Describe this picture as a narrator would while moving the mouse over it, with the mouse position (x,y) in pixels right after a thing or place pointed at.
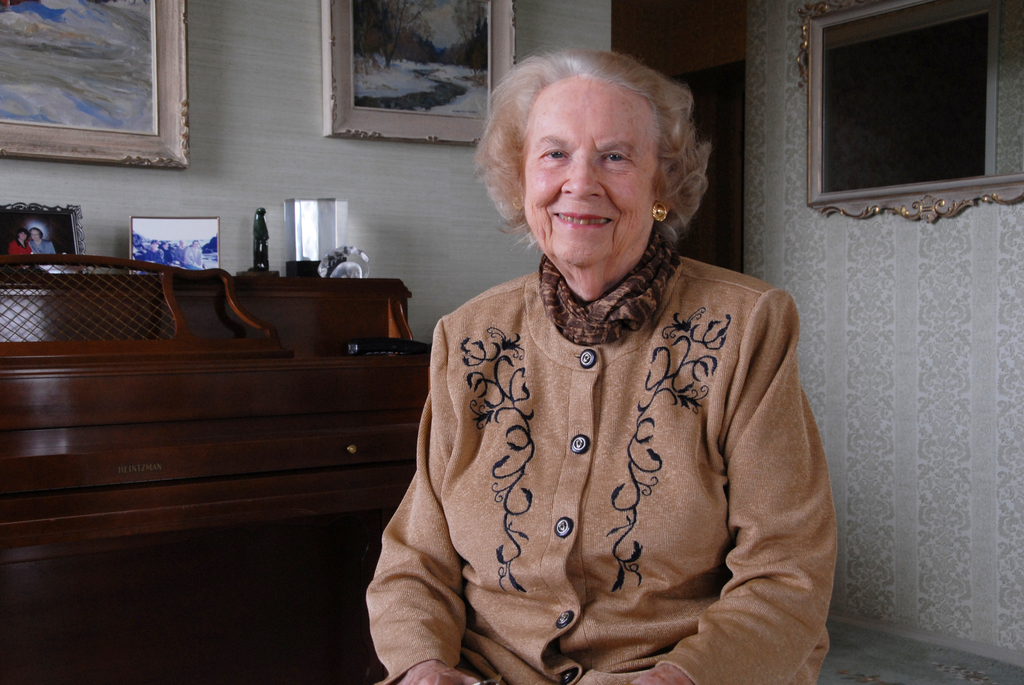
In this image we can see a woman (633,398) sitting and smiling, there are some photo frames (829,67) on the wall (753,76), also we can see the photo frames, statue (261,267) and some other objects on the table (136,358).
